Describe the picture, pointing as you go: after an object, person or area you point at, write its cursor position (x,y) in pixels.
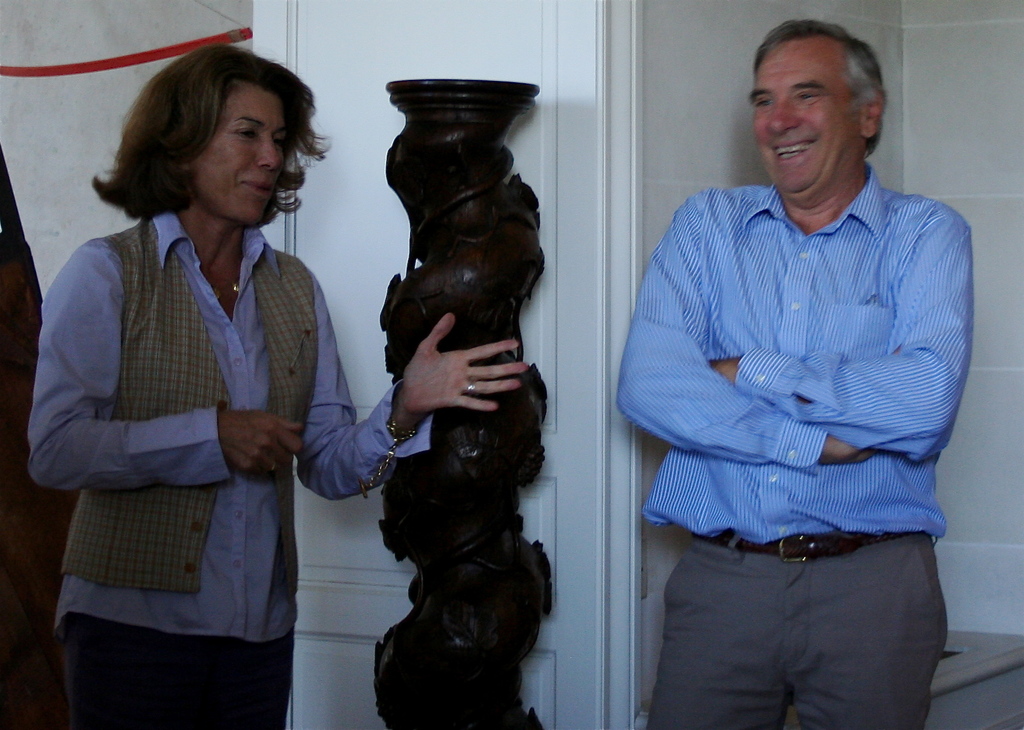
In this picture I can see a woman (148,324) and a man (892,294) standing. I can see a wooden showpiece (518,319) and a door (366,308) in the background (548,135) and I can see another table (962,685) at the bottom right corner of the picture (945,677). It looks like a cloth (115,48) on the top left corner (53,53).
